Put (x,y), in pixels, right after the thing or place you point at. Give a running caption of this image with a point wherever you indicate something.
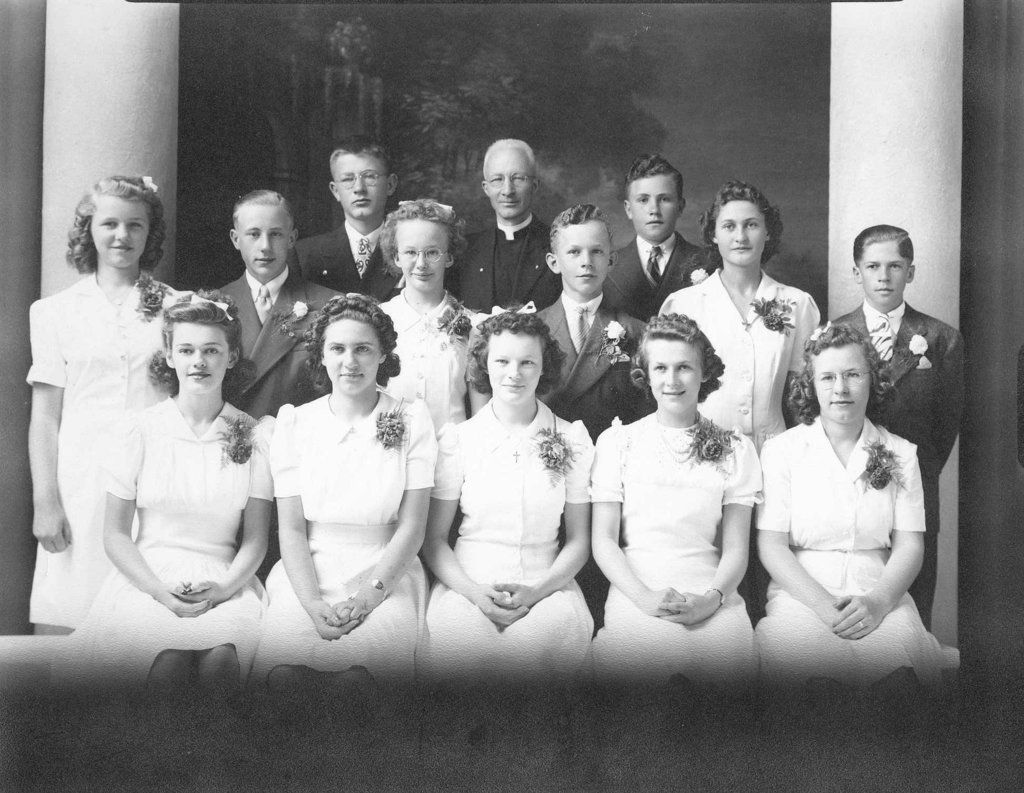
In the foreground of this image (430,544), there are few persons (470,550) sitting and standing and giving pose to the camera. In the background (569,87), there is a scenery wall (477,96) and two pillars (852,141).
